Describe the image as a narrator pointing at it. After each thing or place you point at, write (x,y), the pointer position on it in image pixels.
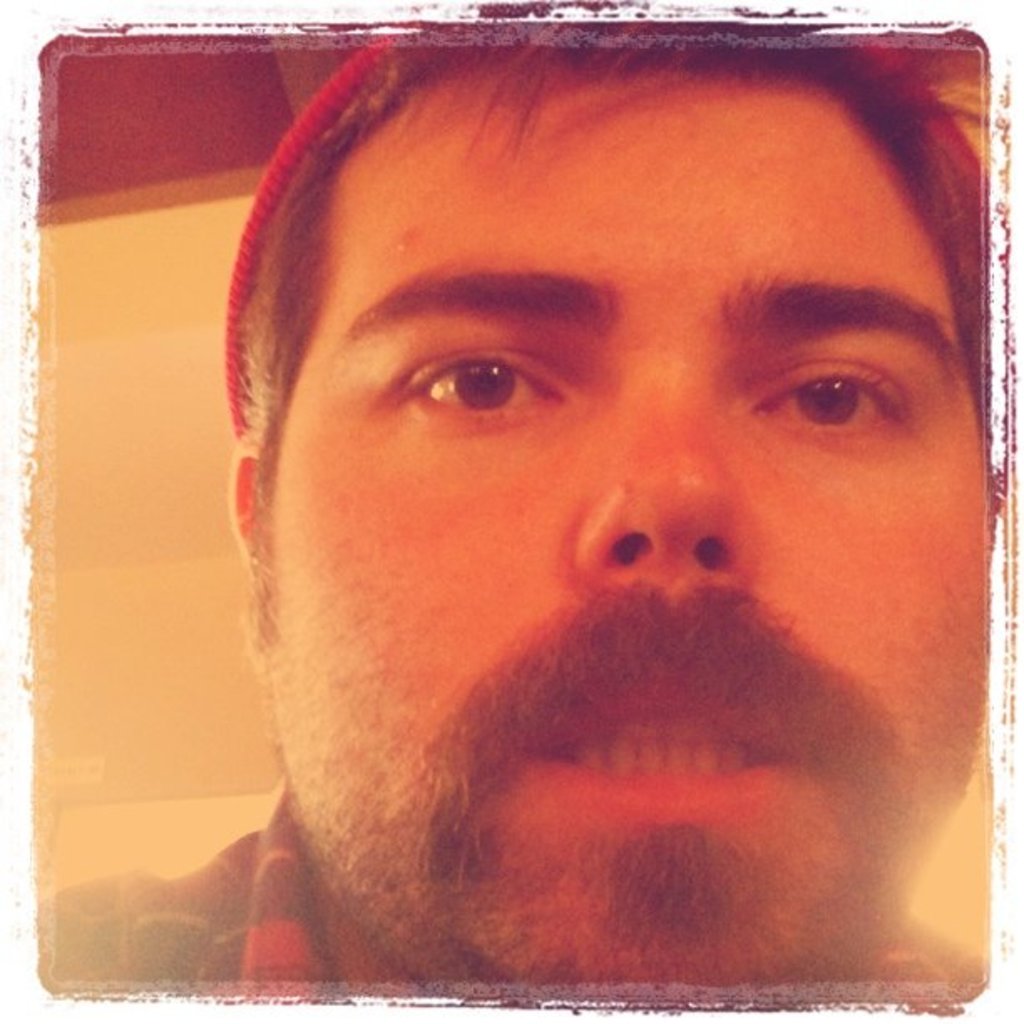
In this image there is a person's face (464,566), behind him there is a wall (233,263).
